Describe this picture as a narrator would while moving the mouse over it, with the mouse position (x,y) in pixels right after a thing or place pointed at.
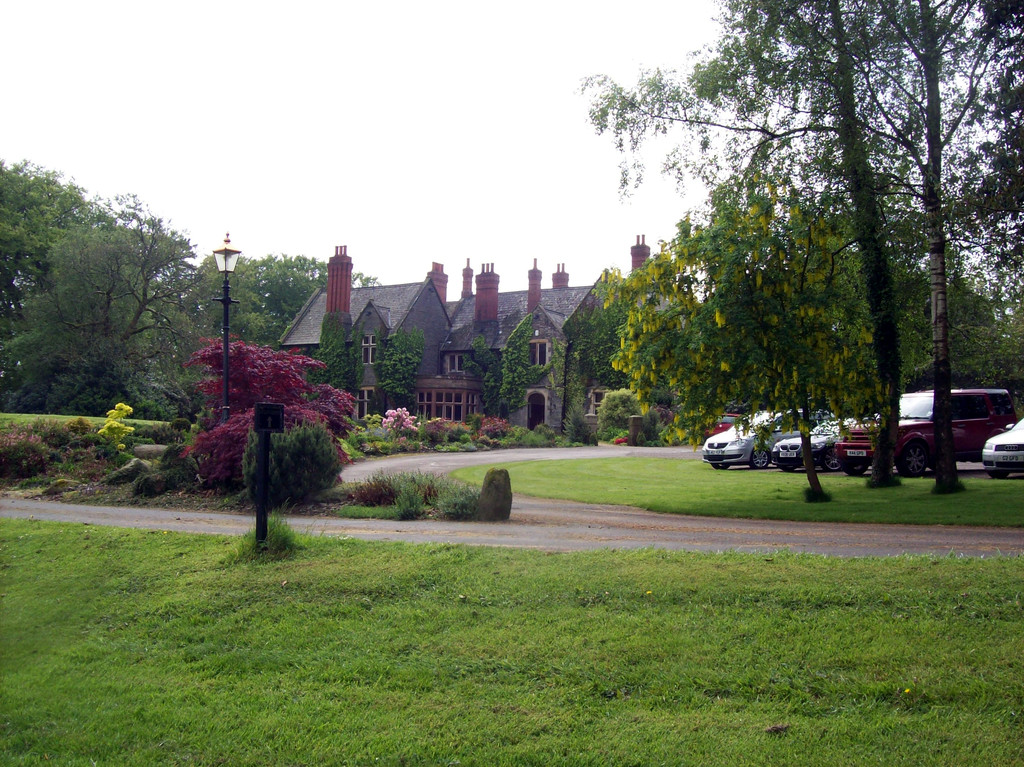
In this image we can see one house (449,408), some plants (464,450) with flowers (394,412) in front of the house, some cars (717,427) parked on the ground (823,476), one light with pole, one small black board (260,432) with pole (266,458), two roads (902,529), some trees (245,269), bushes (229,443), plants (220,461) and green grass (225,695) on the ground (879,656). At the top (176,54) there is the sky (168,151).
